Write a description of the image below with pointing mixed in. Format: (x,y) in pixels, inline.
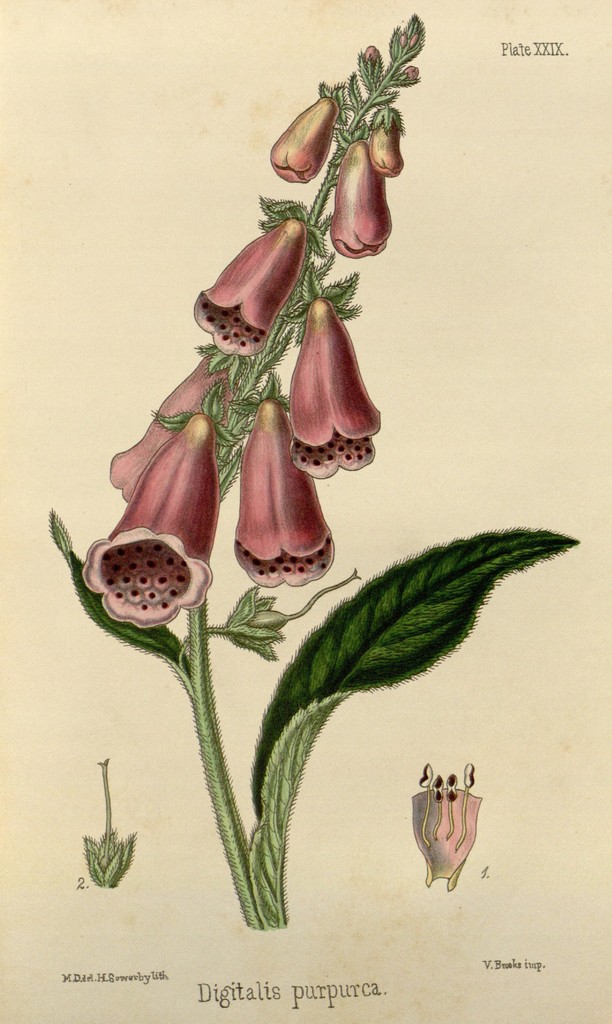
In this image, we can see a sketch (236,629) of a plant (255,614) and there are flowers (274,549) and some text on the paper (330,875).
